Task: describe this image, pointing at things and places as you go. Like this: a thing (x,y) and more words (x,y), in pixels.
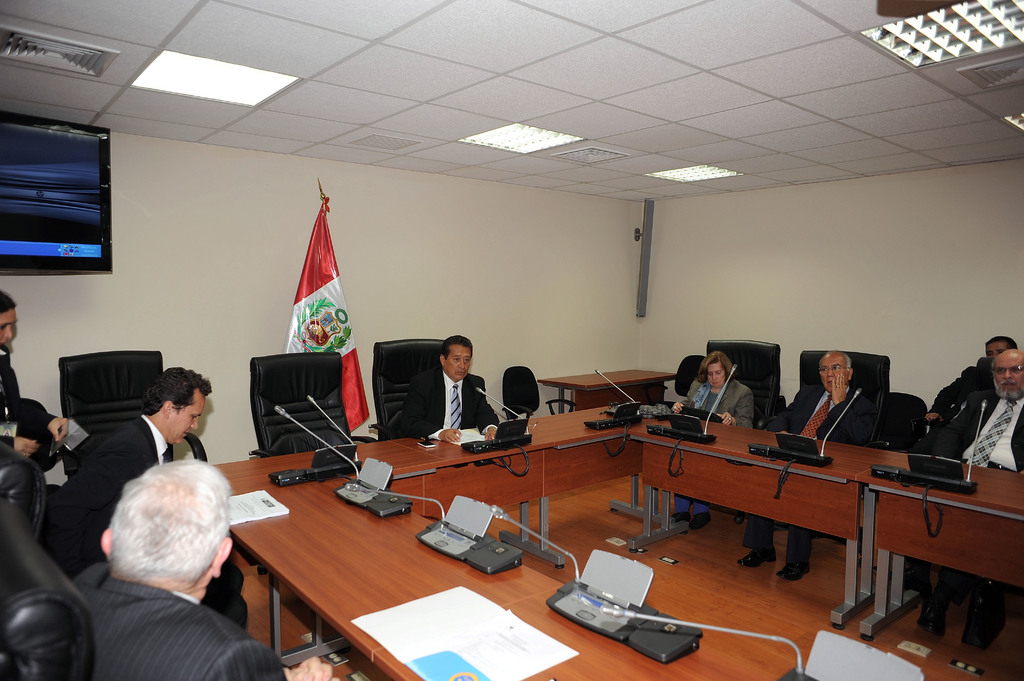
This picture is an inside view of a room (512,401). In the center of the image (401,438) we can see the tables (352,590). On the tables (330,496) we can see papers (493,642), books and some objects (616,600), mics (695,646). Beside the tables (560,630) we can see some persons (252,644) are sitting on a chair (890,435). In the background of the image (346,285) we can see flag (328,249), screen (1,238), wall (572,240). At the top of the image (644,102) we can see roof (426,129) and lights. At the bottom of the image (711,583) we can see the floor (676,597).
